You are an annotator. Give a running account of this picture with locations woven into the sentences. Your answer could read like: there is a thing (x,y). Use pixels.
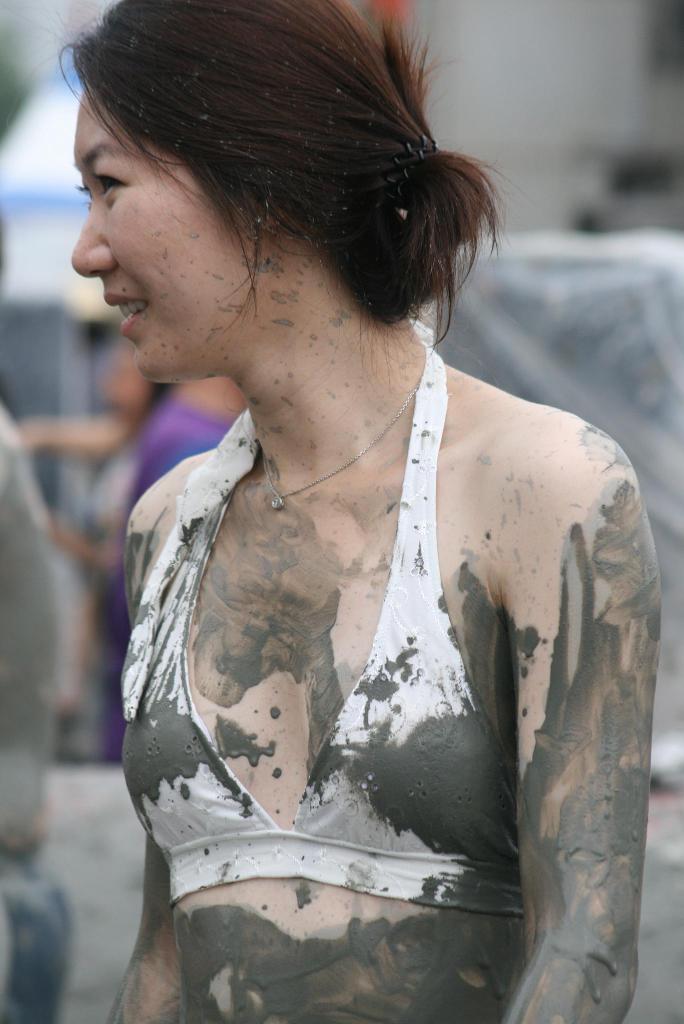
In the image there is a woman (327,396) in white bikini (184,645) and mud (151,752) all over her and behind the background (654,440) there is blur.
